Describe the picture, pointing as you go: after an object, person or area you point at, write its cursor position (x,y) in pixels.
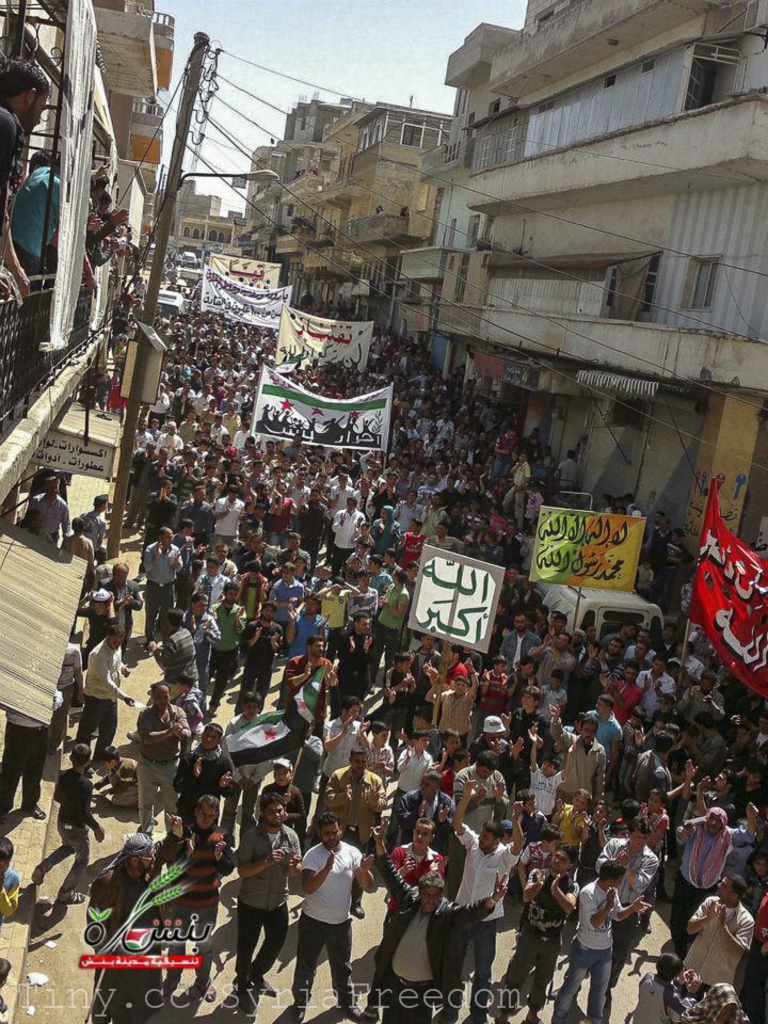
In the image there are many people (384,587) on the road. And there are few people (235,330) holding banners (333,407) and boards (451,568) in their hands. And also there is an electrical pole (198,74) with wires (203,116) and street light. And also there are many buildings (601,142) with walls (648,222), roofs (0,622) and also there are railings (10,360). At the top of the image (343,51) there is sky (201,181).
